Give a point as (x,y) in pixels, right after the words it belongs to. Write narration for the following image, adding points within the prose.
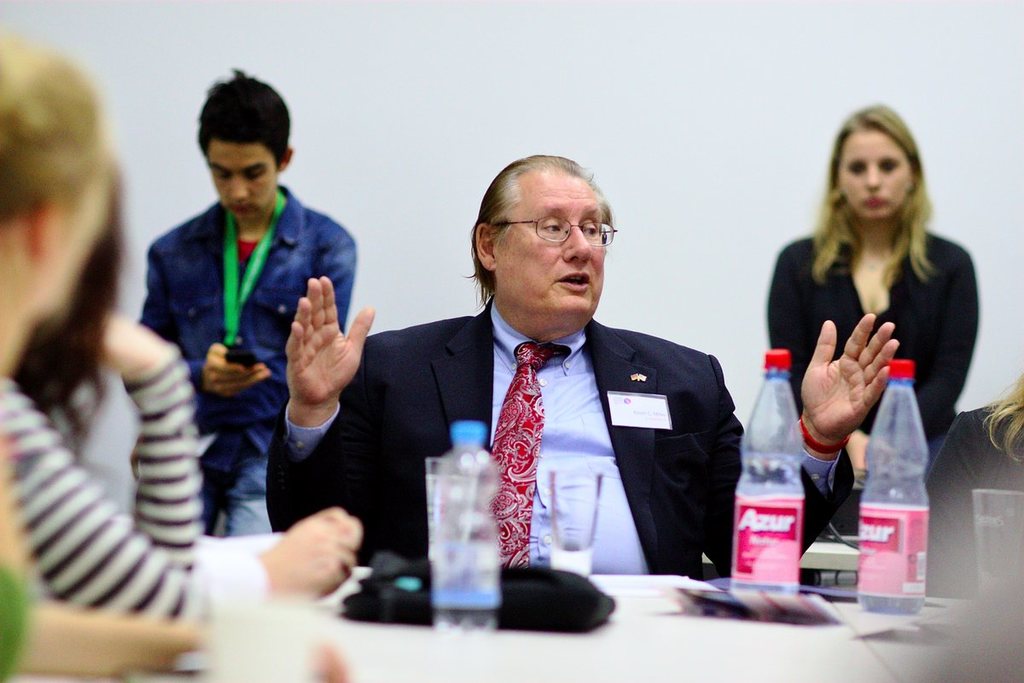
In this image i can see a man (504,301) sitting and talking, there are three bottles (796,513), a glass (428,561), a paper (662,577) on a table (798,642), at the back ground (776,315) i can see a woman (840,206) and a man (264,235) standing, a man (258,223) standing is holding a mobile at the background (359,231) i can see a wall (352,214).
